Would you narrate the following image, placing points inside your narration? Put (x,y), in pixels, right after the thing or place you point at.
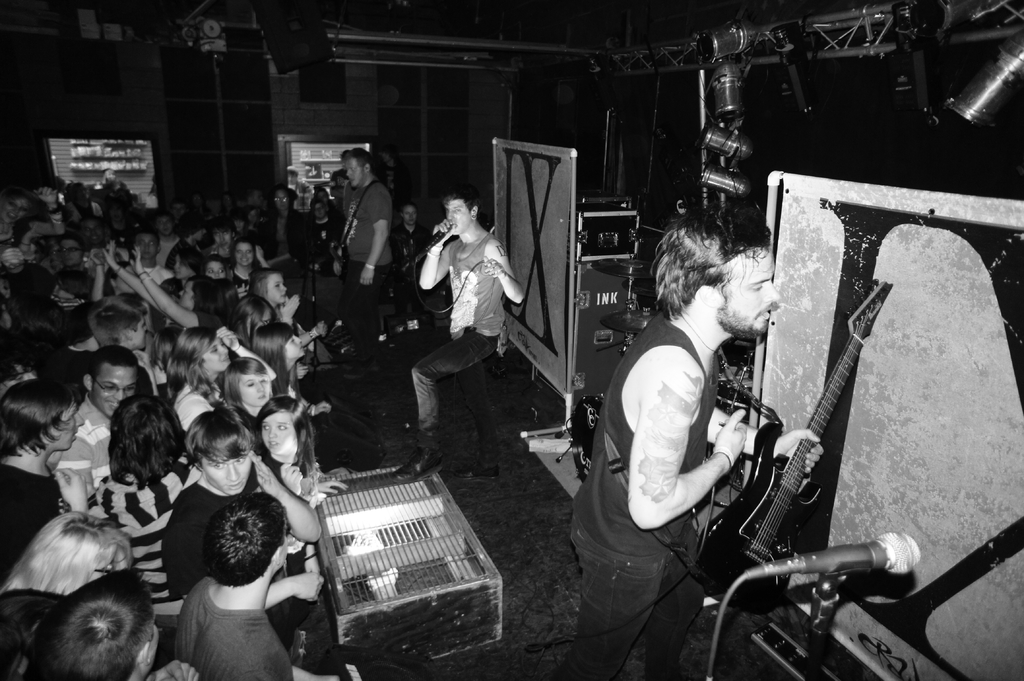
As we can see in the image there are many people (181,384) over here. The man (465,293) who is standing here is holding mic (429,242) and the man (739,282) who is standing here is holding guitar (818,425).
